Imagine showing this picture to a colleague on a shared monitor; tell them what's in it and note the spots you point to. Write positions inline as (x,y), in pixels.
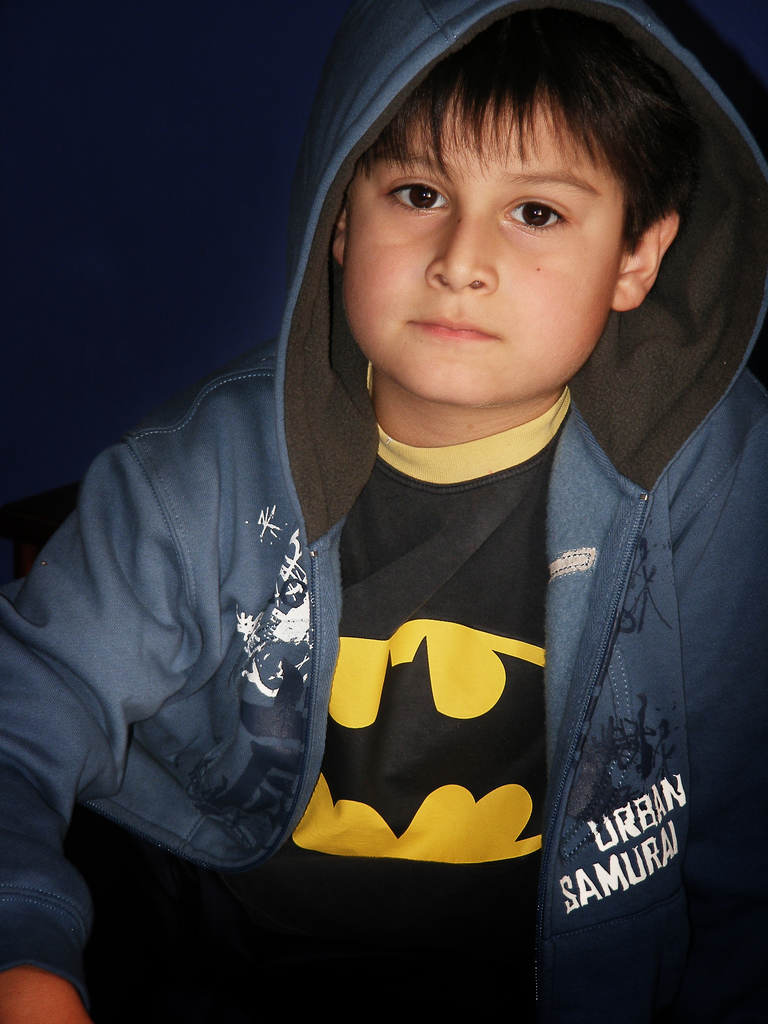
In this picture we can see a boy (391,565) and dark background (40,195).
